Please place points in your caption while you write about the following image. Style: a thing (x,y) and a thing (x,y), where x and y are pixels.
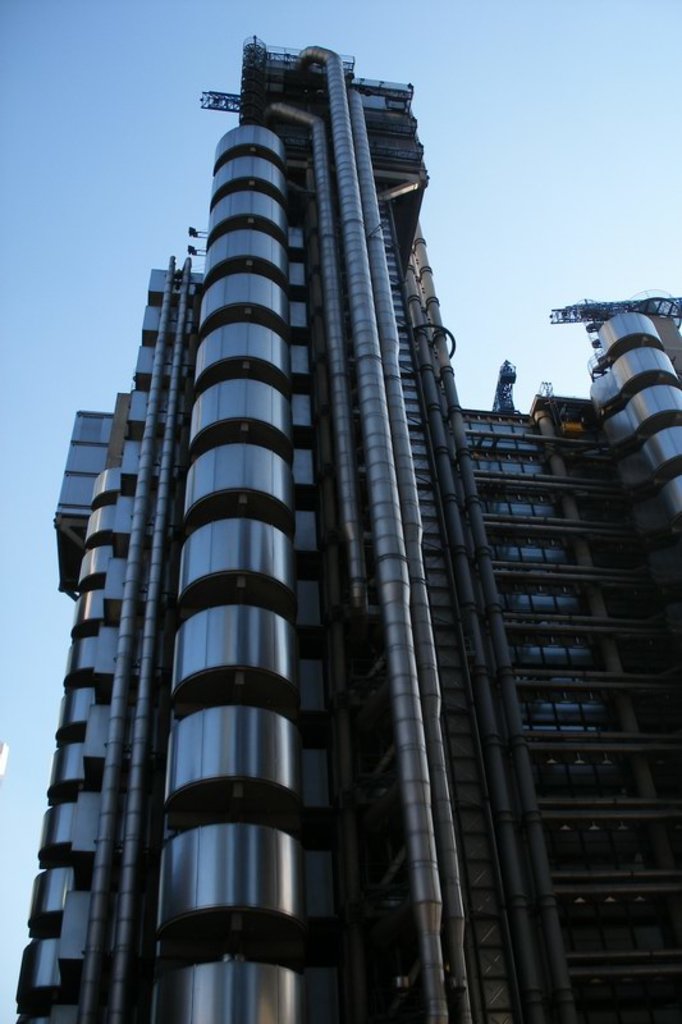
In the picture I can see the tower building (620,571) and I can see the ventilation pipes (398,495) on the wall (318,498) of the building (461,615). The sky (634,149) is clear.
